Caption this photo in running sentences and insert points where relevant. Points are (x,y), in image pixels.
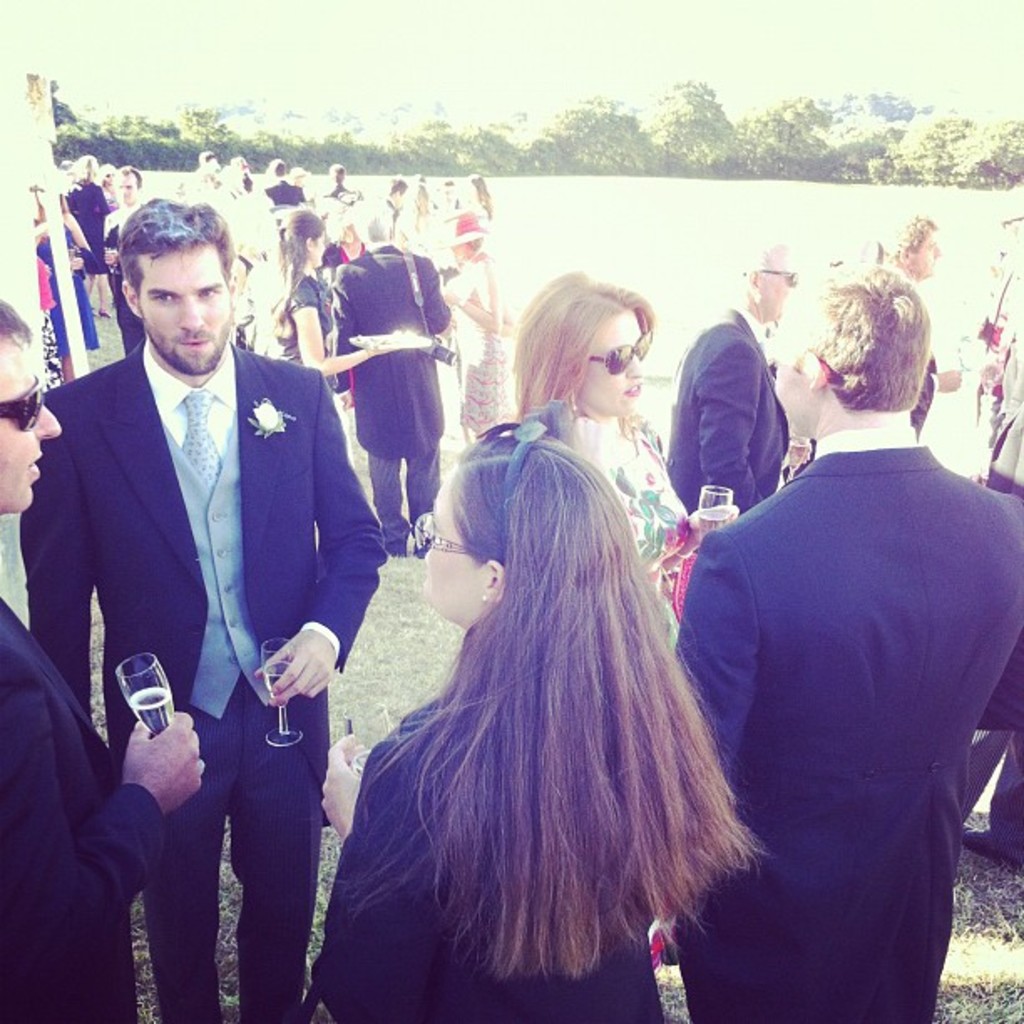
In this image we can see a few people (537,560), some of them are holding glasses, one person (307,357) is holding a plate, there are plants (776,124).
